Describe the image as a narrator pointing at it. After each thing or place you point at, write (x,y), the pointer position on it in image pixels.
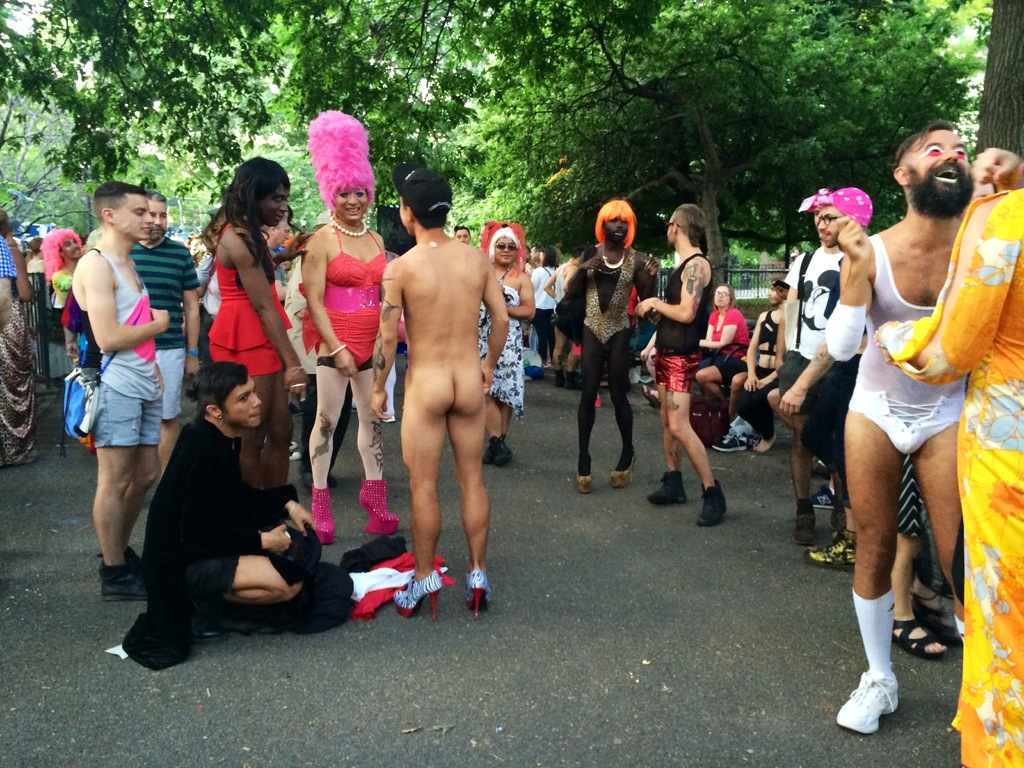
In this image, there are groups of people (949,551) standing. They wore fancy dresses (880,406). These are the trees (509,123) with branches (603,118) and leaves (872,87). This is the road (691,546).
